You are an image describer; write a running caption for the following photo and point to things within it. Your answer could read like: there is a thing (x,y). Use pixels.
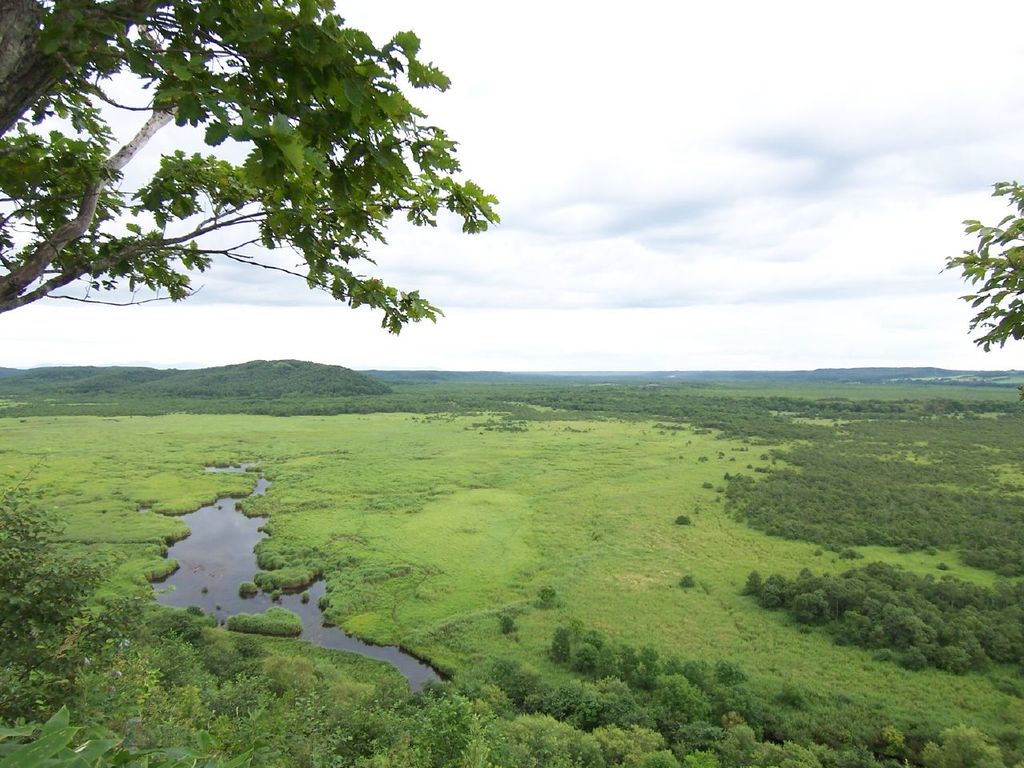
In the image there is a pond (216,572) on the left side (284,612) on the land (398,688) covered with grass (767,550) and trees (898,618), in the back (134,370) there is a hill (103,388) and above its sky (712,143) with clouds (530,170).
